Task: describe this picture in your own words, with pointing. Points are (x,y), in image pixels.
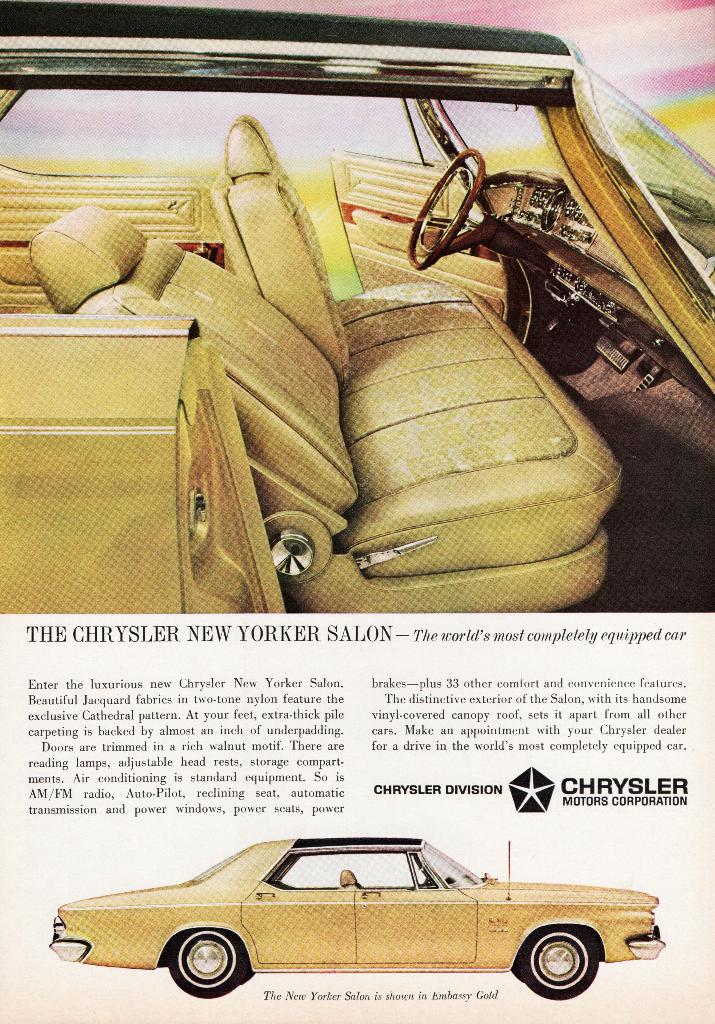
In this picture, we can see a poster (387,601) with some images (413,379) and text (412,686) on it.
